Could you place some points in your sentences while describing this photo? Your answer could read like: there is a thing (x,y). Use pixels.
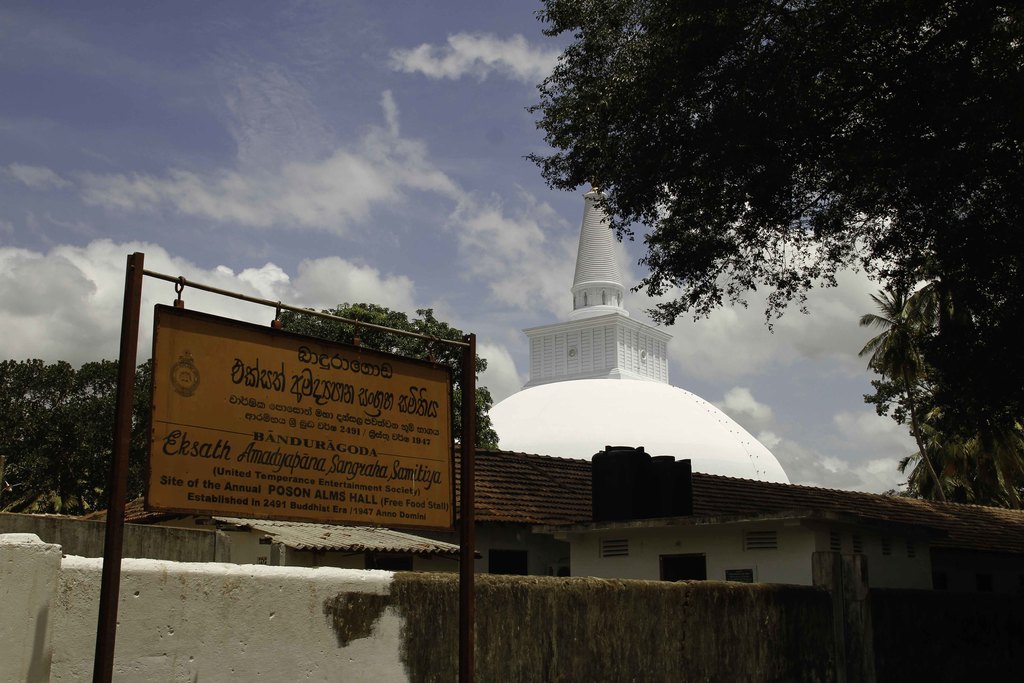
In this picture we can see a building (653,414) and few houses (477,527). There is a board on the poles (472,640). A compound wall (144,662) is visible from left to right. We can see few trees (683,265) in the background (109,458). Sky (299,154) is blue in color and cloudy.
